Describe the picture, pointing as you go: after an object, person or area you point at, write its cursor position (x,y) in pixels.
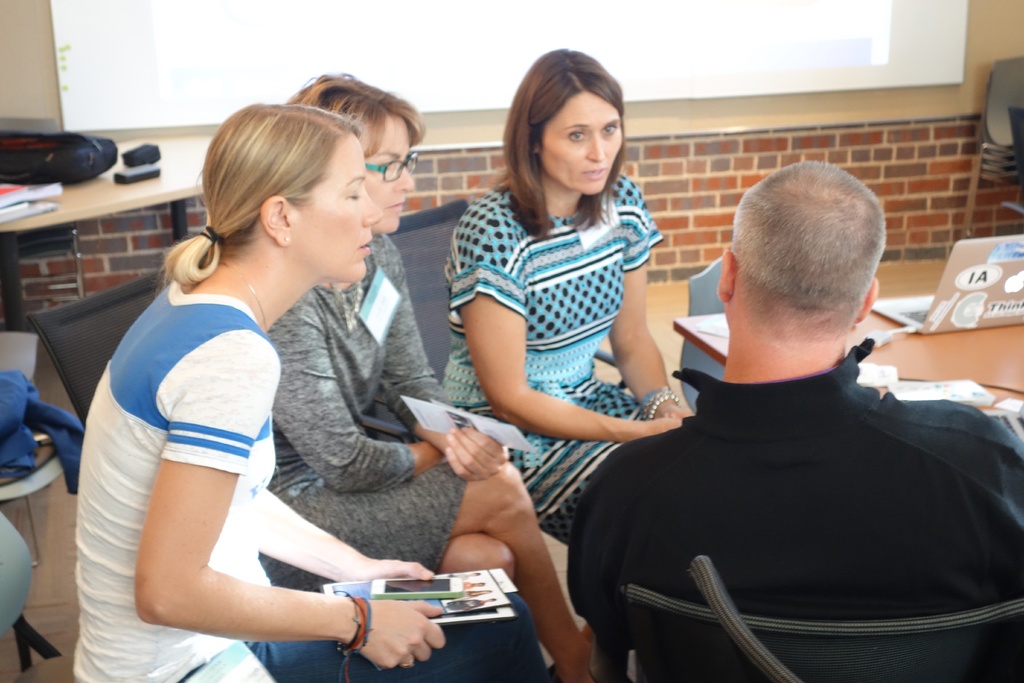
In this image in the foreground (573,415) there are three women (483,312) and one man (837,467) who are sitting and they are talking with each other, one woman (252,607) is holding some books (475,604) and mobile phone (448,591) and one woman (447,458) is holding a paper (432,410). On the right side (899,376) there is one table (933,371), on the table (911,338) there is one laptop (967,300) and on the left side (31,345) there are some chairs (47,244) and table (100,180). On the table (83,184) there is one bag (44,153) and some books (43,210), in the background (200,74) there is one board (780,38) and a wall (677,174).
